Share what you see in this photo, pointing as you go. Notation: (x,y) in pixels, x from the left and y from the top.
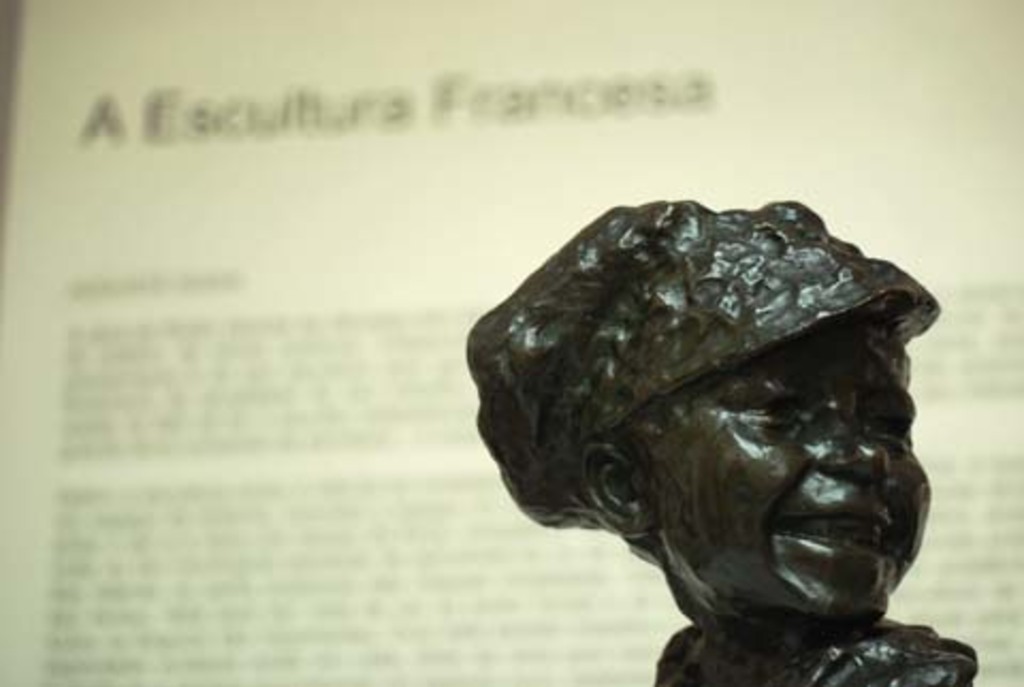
In this image in the front (653,425) there is a statue (691,553) which is black in colour. In the background (378,358) there is text (183,359) which is visible and it looks like blurry.
